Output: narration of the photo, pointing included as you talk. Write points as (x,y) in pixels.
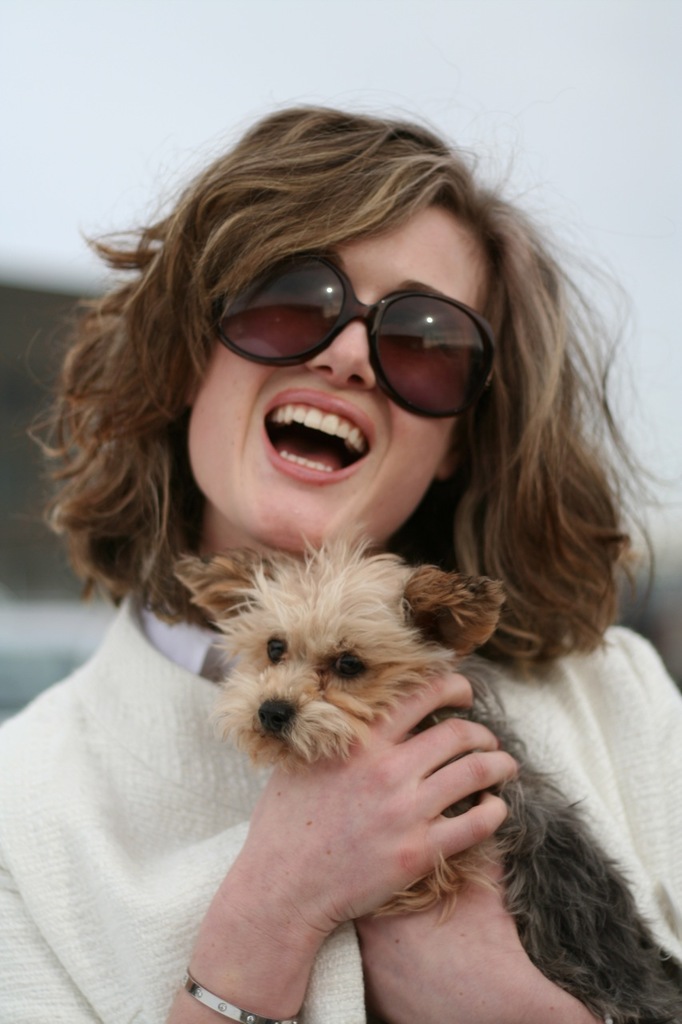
In this image there a women (538,765) she is a wearing a white color coat (203,836) and holding a dog (297,682) she is wearing a glasses (347,323) and in the background (212,99) there is white color.
